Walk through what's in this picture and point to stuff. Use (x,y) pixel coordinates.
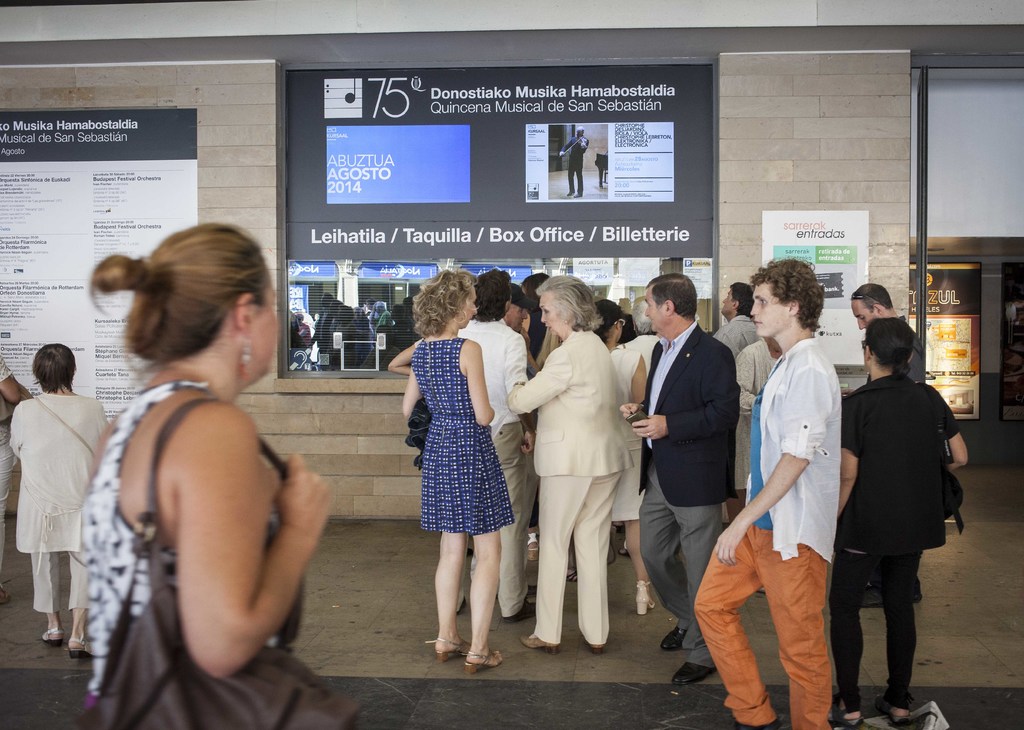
In this picture we can see people (556,317). On the left side of the picture (195,267) we can see a woman (256,511) wearing a bag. In the background (955,338) we can see posters (968,308) and we can see some information (11,187) on the posters (545,179). On the right side of the picture (939,323) we can see boards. On the glass (299,342) we can see the reflection (347,284) of people (308,317) and boards (512,267).
